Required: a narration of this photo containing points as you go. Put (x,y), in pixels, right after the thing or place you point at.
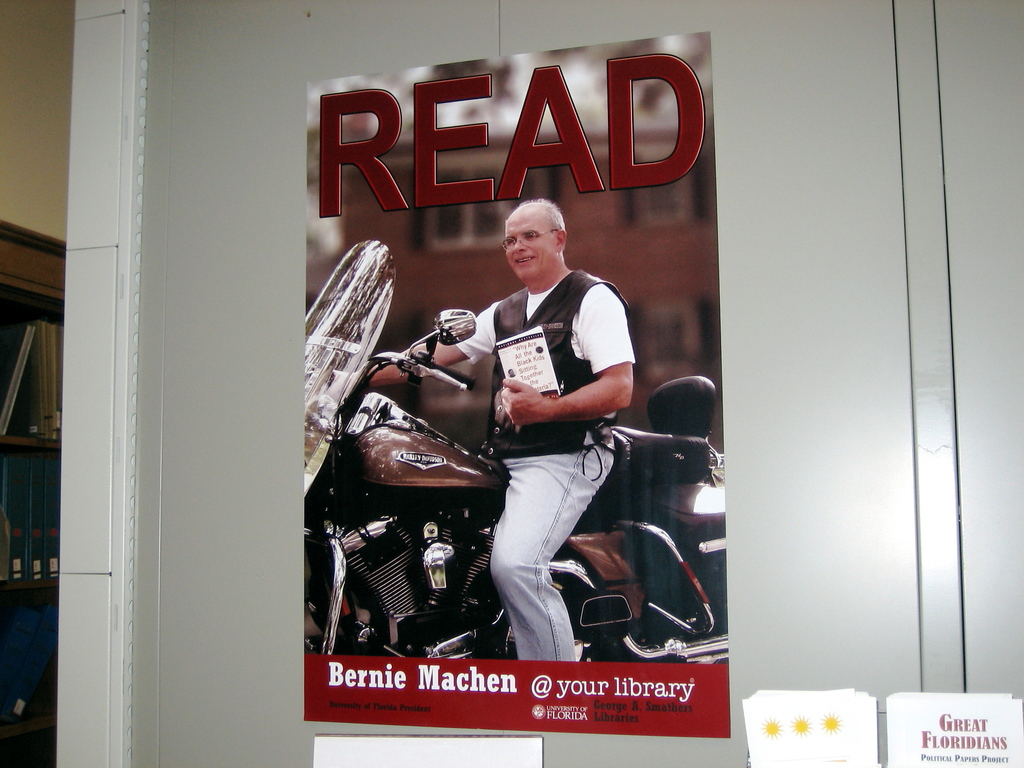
In this picture a poster (638,373) is highlighted with "READ" title (591,158). Here we can see one man (548,609) sitting on a bike (606,559) and holding a book (533,371) in his hand (533,392). At the left side of the picture (52,427) we can see a rack (33,305) where books (54,466) are arranged.
